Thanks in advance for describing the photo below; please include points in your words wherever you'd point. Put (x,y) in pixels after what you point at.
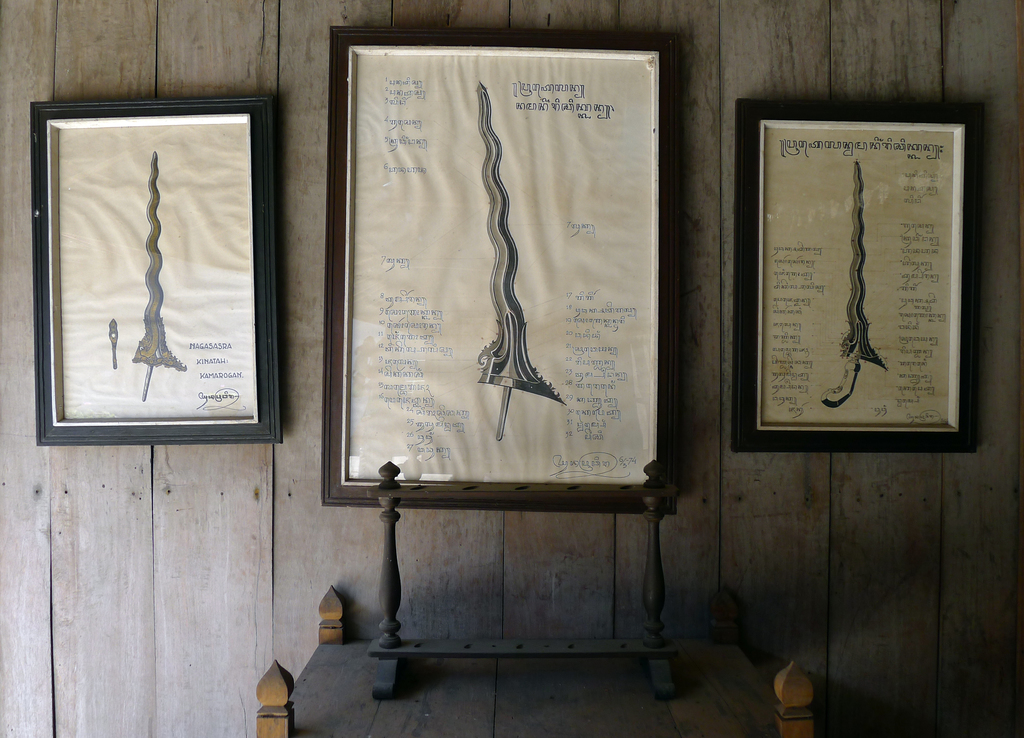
In this image, I can see three photo frames (658,380) attached to the wooden wall (427,22). At the bottom of the image (429,643), there is an object (556,653) on the table (475,730).
